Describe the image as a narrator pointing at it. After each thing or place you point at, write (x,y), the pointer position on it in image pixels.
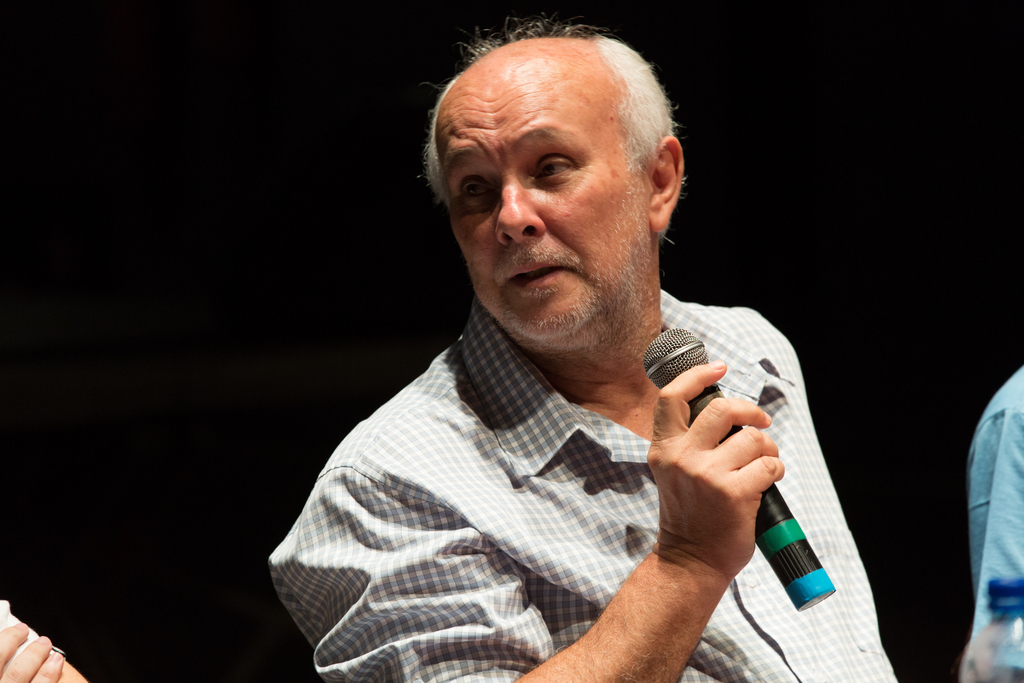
In this picture we can see man (562,423) holding mic (657,356) in his hand (701,438) and talking to beside persons (986,468) and in background (340,285) it is dark.
